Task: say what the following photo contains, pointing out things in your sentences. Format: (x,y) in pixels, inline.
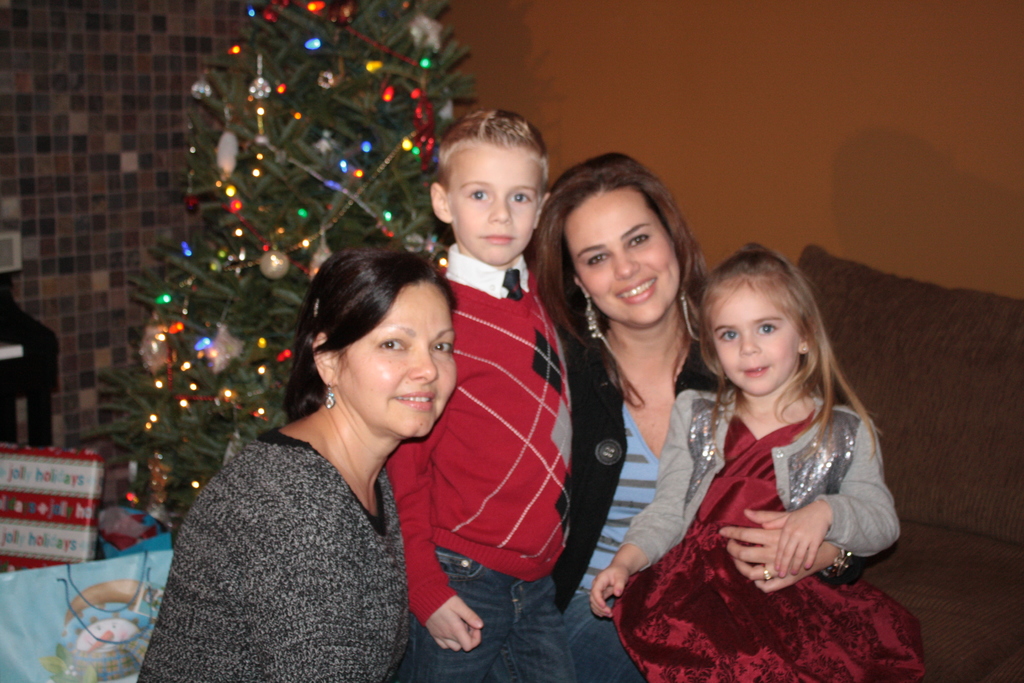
In this picture we can see a Christmas tree (298,172) decorated with lights (362,145). We can see women (580,336), boy (506,357) and a girl (783,415) giving pose. Most are smiling.
